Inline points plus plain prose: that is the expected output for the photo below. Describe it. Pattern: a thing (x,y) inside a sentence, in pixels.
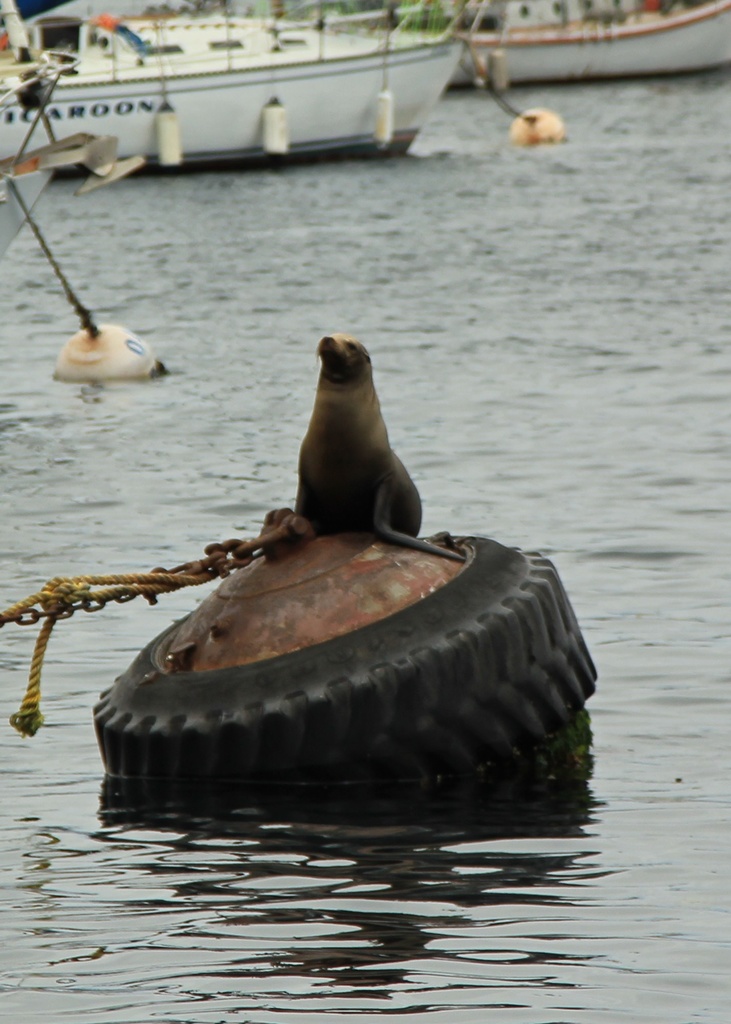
In the center of the picture (354,518) there is a seal (362,473) on a tyre (423,668). In the picture there is water (312,377). In the background (143,145) there are boats (283,68).
